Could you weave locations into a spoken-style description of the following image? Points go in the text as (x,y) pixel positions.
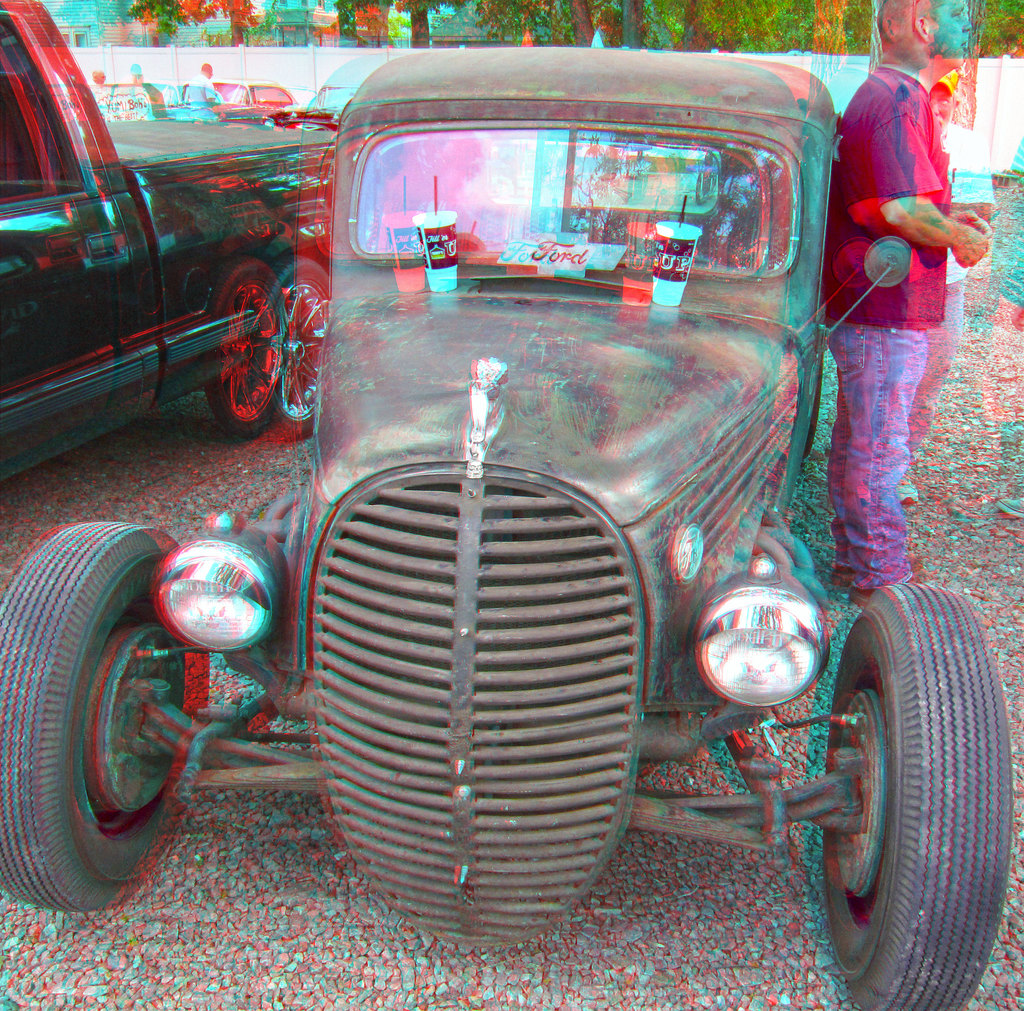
There is a person (894,359) standing, near a vehicle (741,513), on which, there are two glasses (652,268) arranged on the road (577,923). Beside him, there is another person (924,388) standing on the road (942,497). Beside this vehicle (735,269), there are other vehicles (234,85) and persons (101,72) standing on the road (87,477). In the background (309,58), there is a white wall (127,56), there are trees (809,47) and other objects (83,20).
